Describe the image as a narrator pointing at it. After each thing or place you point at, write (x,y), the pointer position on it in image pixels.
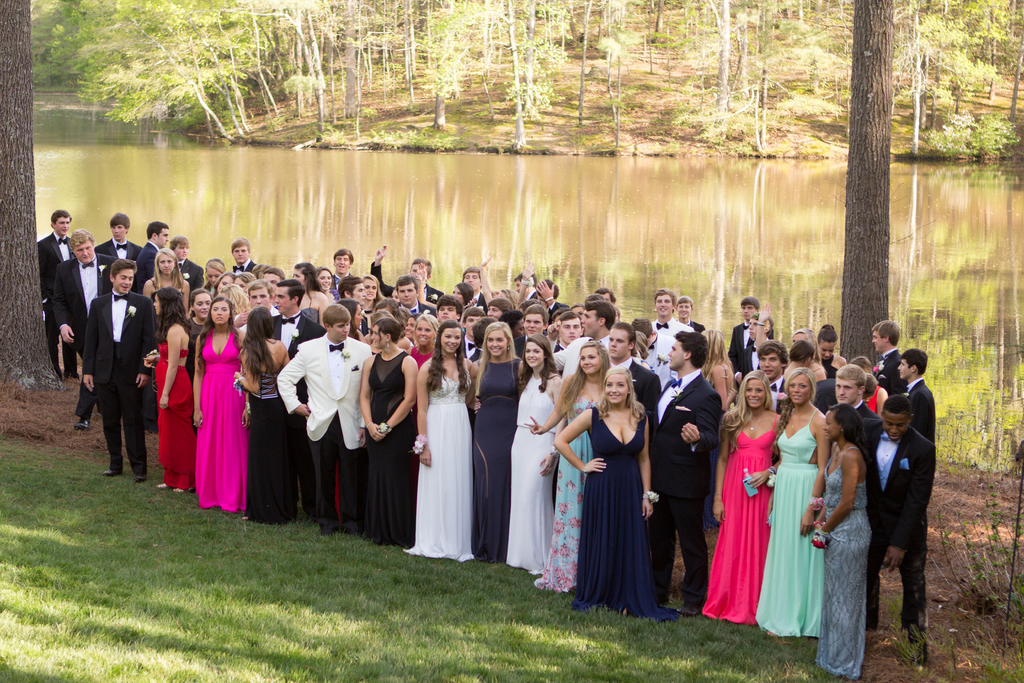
In this image there are group of people (405,398) standing on the grass (398,594). In the background (827,210) there is a lake (630,203). Image also consists of many trees (617,42).
